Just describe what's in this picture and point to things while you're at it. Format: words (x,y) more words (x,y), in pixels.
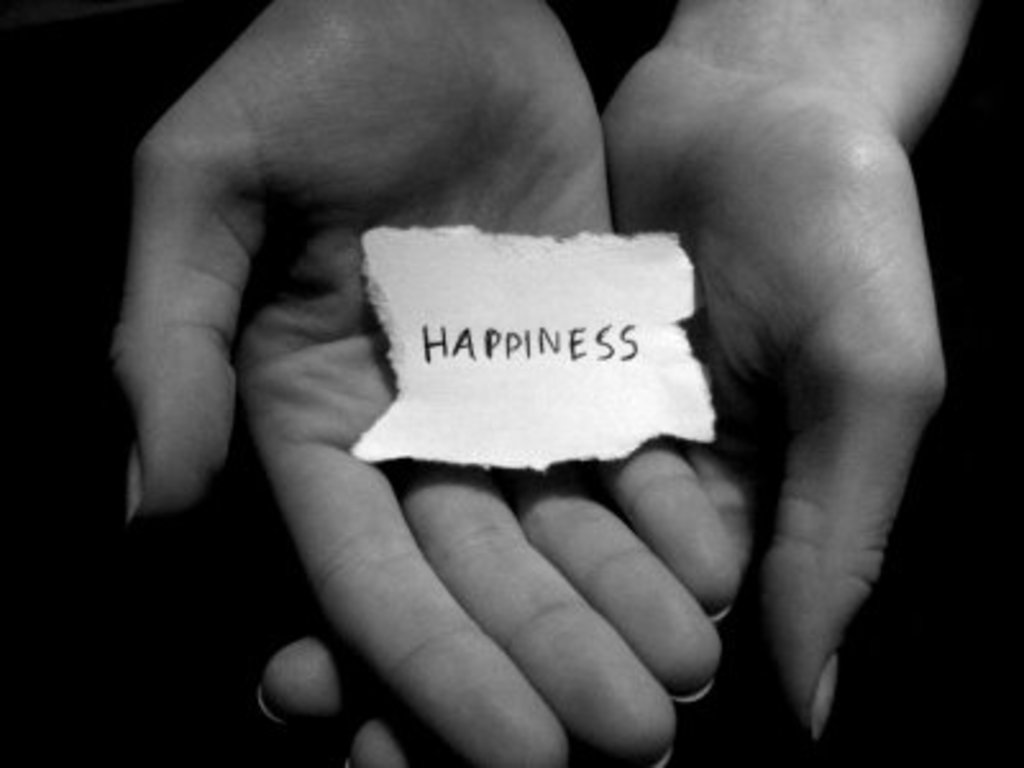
This is a black and white image. In this image we can see the hands (602,488) of a person (627,468) holding a piece of paper (406,444) with some written word (434,357) on it.
